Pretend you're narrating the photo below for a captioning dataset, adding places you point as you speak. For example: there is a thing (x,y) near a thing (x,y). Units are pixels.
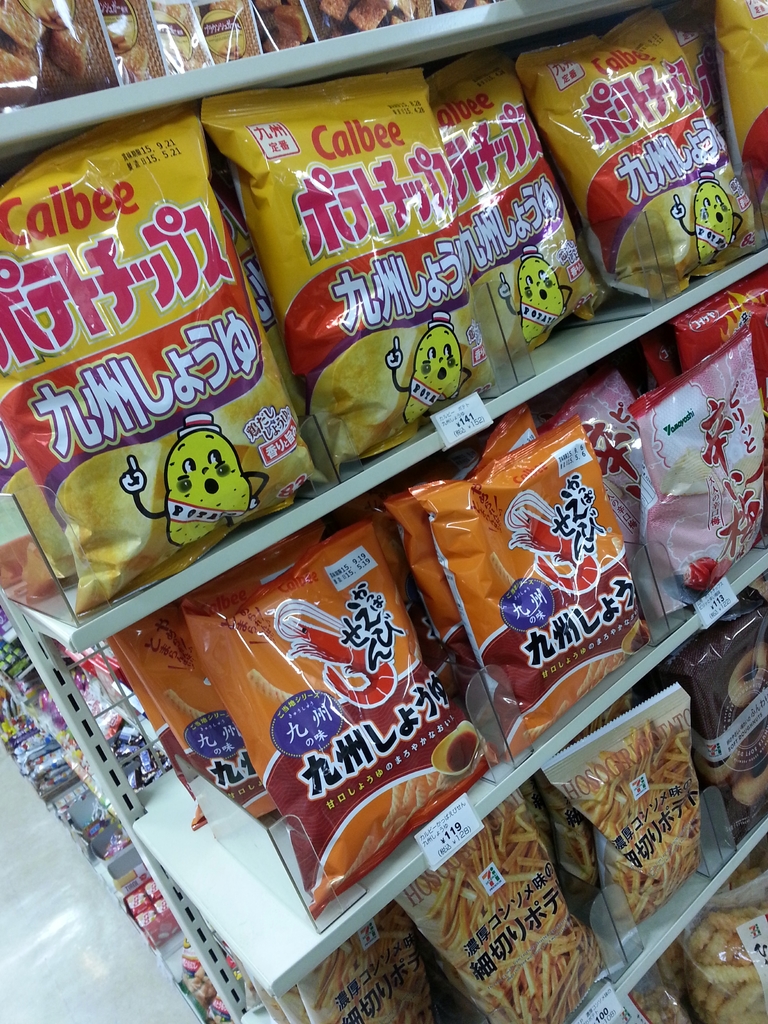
In the foreground of this image (291,868), there are few products (434,234) in the shelf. In the background (116,686), there are few products (118,834) and the floor (62,942).
